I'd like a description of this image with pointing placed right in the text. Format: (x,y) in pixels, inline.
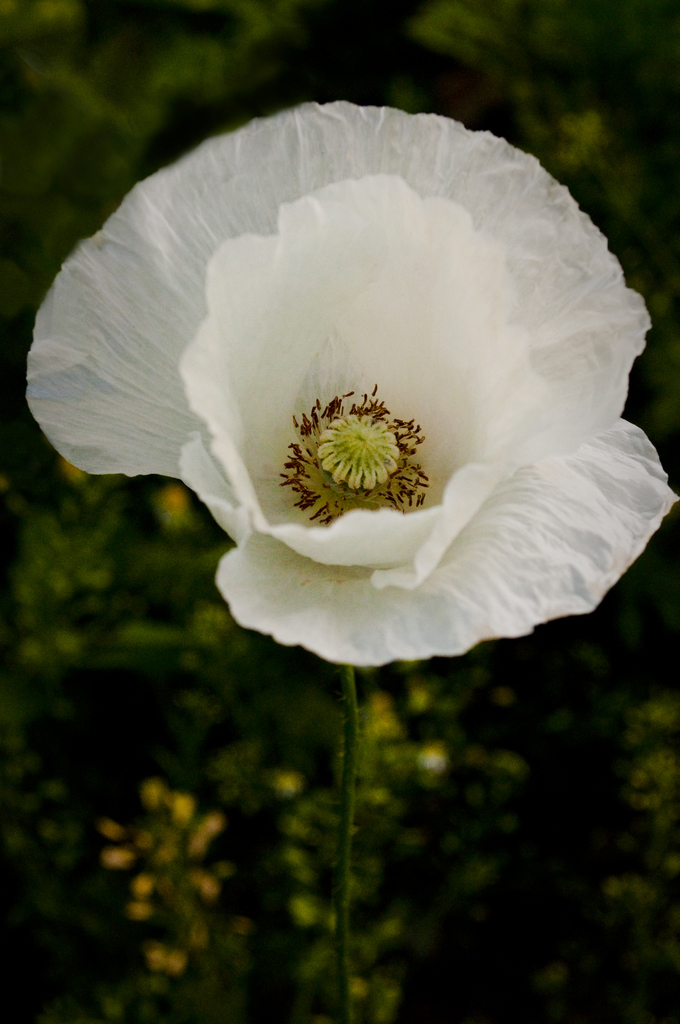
In this image, we can see white flower (362,493) and stem (347,786). In the background (396,842), there is a blur view and greenery (493,1016).
